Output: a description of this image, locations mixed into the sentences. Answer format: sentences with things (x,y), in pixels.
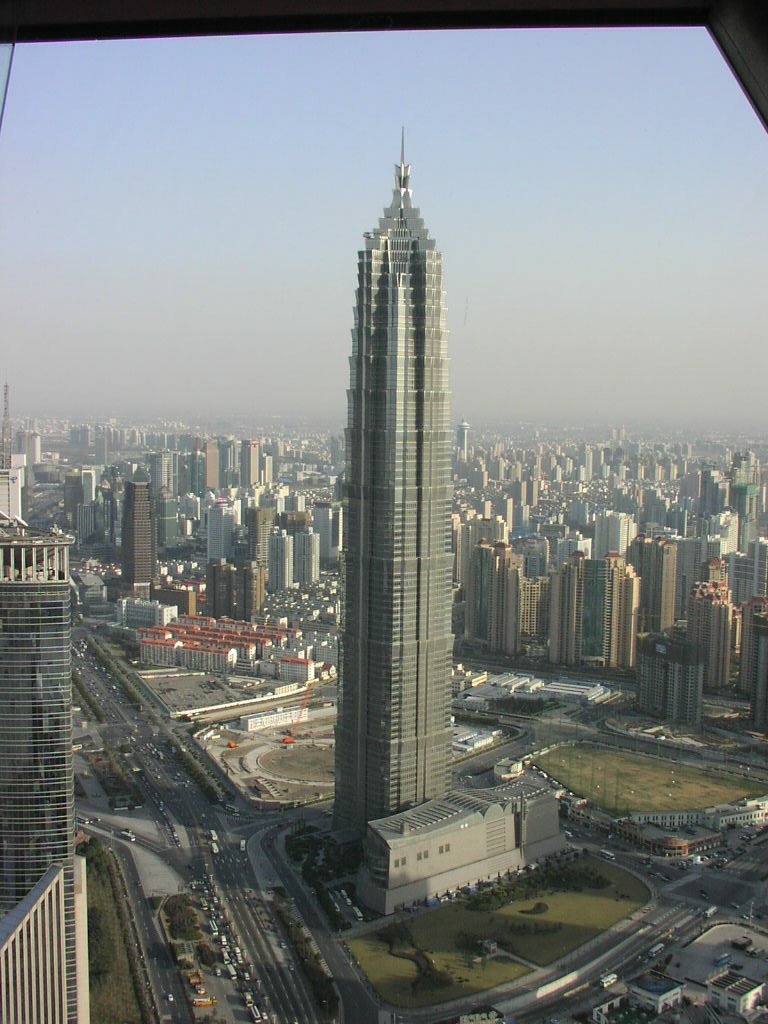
On the left side (17,582), there are buildings (65,624) and there are vehicles (79,662) on the road (176,972). In the middle of the image (423,511), there is a tower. On the right side (529,884), there are plants (571,864) and grass (603,782) on the ground (613,782), vehicles (720,863) on the road (649,951) and there are buildings (662,989). In the background (752,593), there are buildings (758,447) and there is haze (685,277) in the sky (220,145).
